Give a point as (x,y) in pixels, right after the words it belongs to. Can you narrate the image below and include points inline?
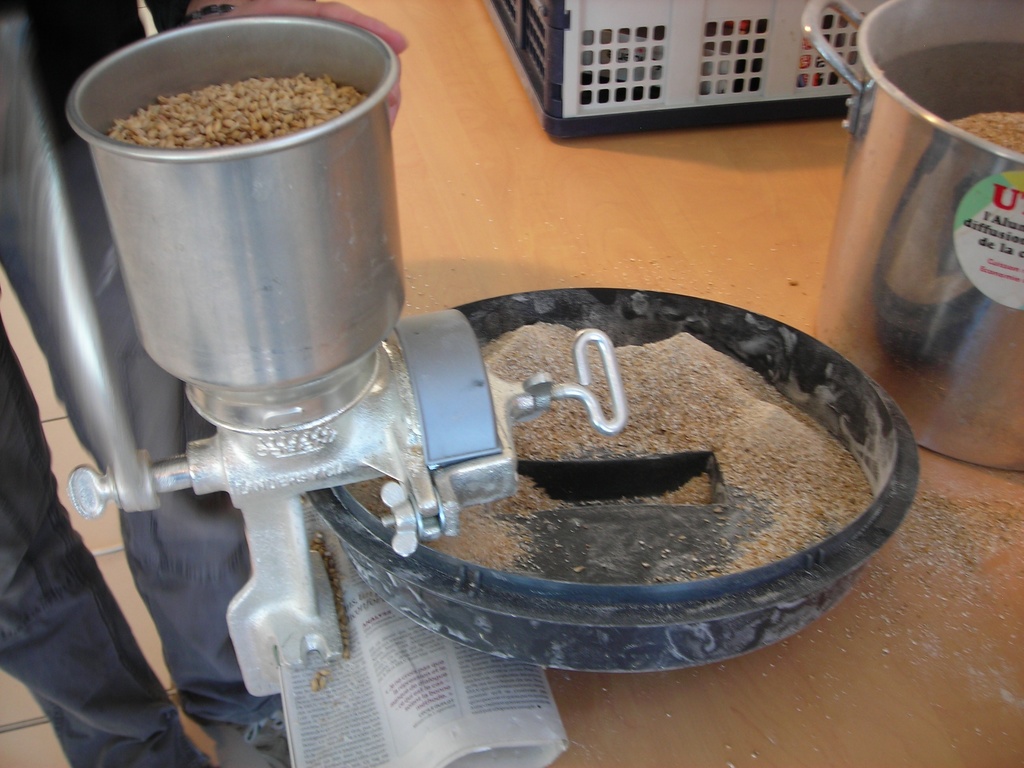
In this image there is a machine (451,422). Right side (1004,436) there is a vessel (909,299) on the table (810,246). Beside there is a basket (647,104). Left side (20,566) there is a person (148,561) standing on the floor (129,594). Bottom of the image (403,701) there is a paper (459,724).
